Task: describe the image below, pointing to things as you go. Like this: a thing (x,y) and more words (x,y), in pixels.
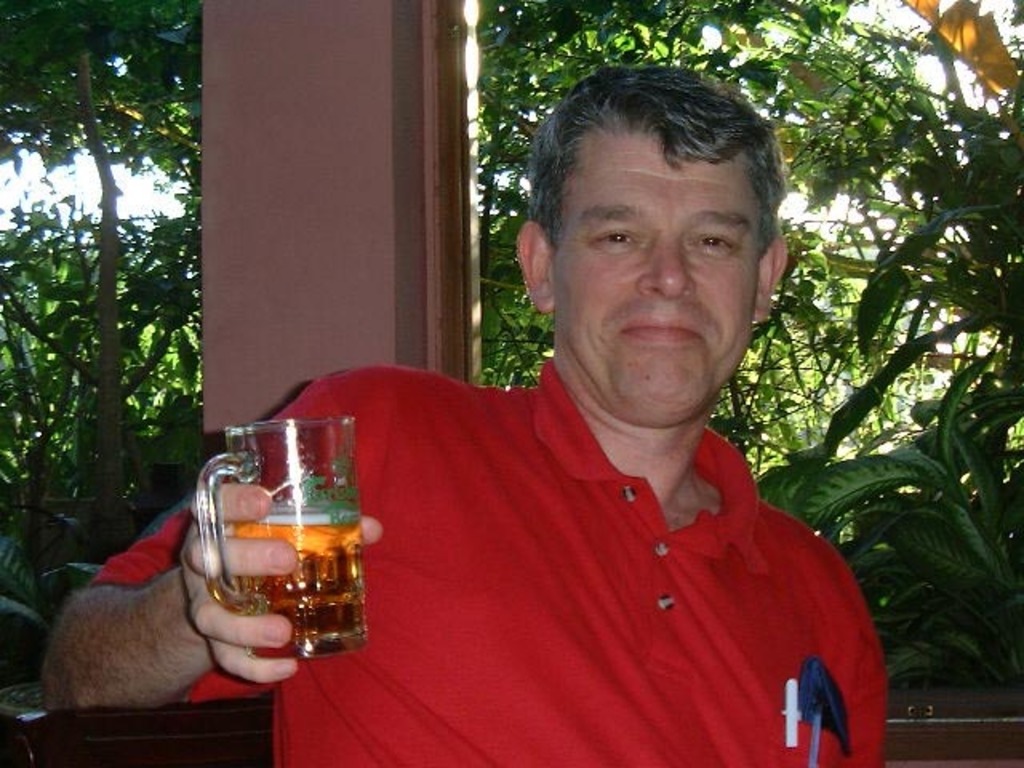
In this image i can see a person (540,564) holding a beer mug (301,499). In the background (911,166) i can see plants (877,106) and a pillar (305,167).
